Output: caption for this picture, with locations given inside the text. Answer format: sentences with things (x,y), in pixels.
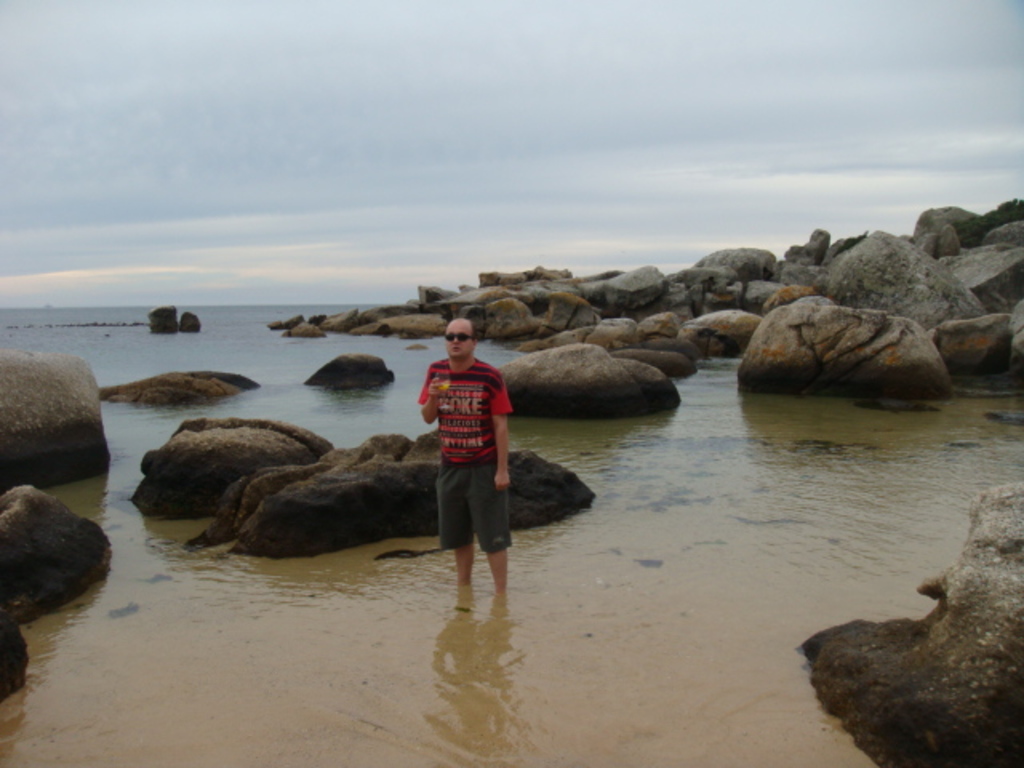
In this image we can see a man (501,406) is standing in the water (525,628). Here we can see rocks (427,483). In the background (13,88) there is sky (516,194) with clouds (677,161).
